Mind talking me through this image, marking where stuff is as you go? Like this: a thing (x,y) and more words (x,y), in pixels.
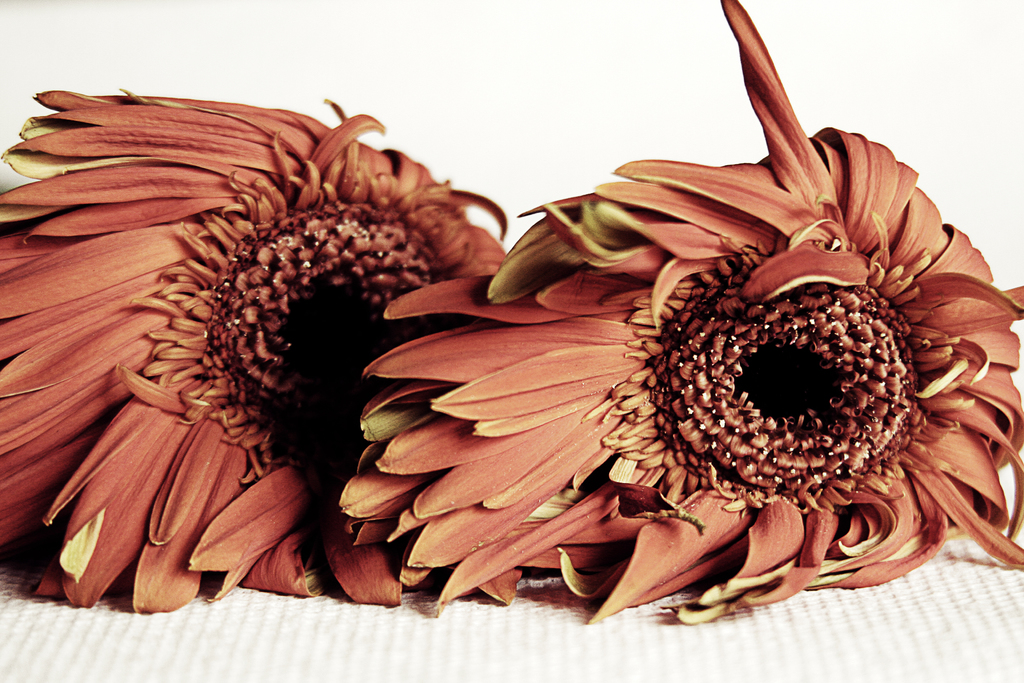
In this picture we can see flowers (811,248) on the white surface (974,589).
